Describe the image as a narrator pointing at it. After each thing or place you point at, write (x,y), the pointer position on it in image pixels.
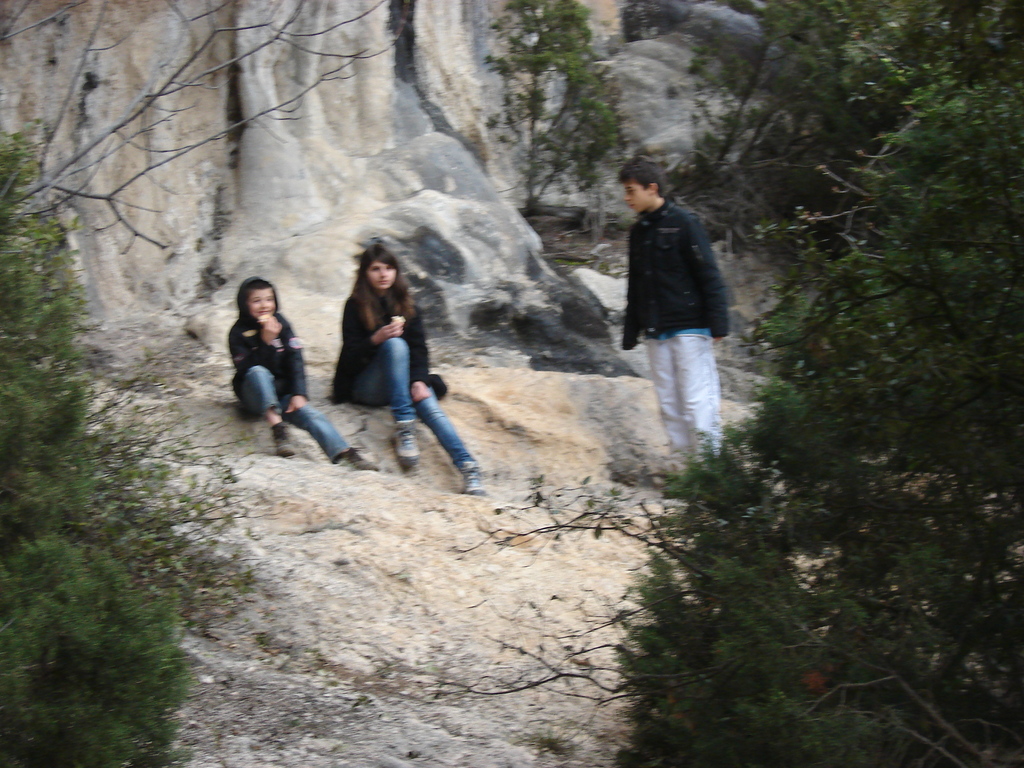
In this image there are some people (431,430) sitting in rock (356,538) behind them there is a rock mountain (499,311) and some trees (23,264) around them.
